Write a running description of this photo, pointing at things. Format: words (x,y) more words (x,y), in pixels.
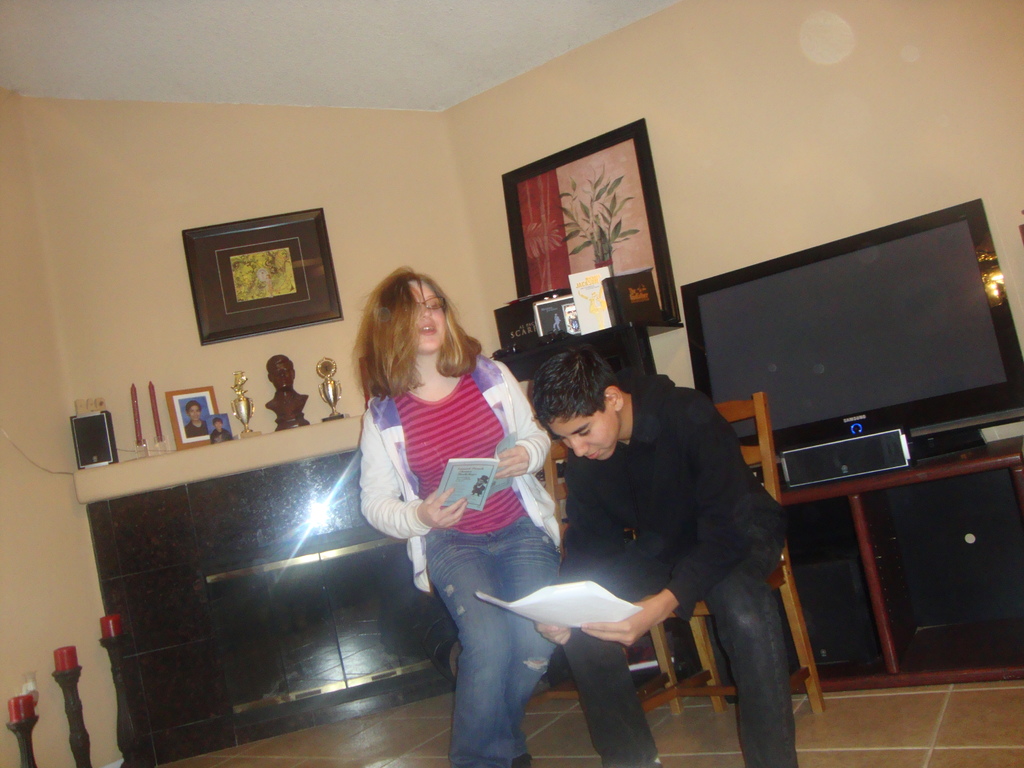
In this Image I see a man (632,718) who is holding the paper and sitting on chair (822,696) and this woman (559,552) is holding a book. In the background (310,330) the wall (972,26) on which there are 2 photo frames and I see few things (303,427) over here and I can also see a TV (979,368).
